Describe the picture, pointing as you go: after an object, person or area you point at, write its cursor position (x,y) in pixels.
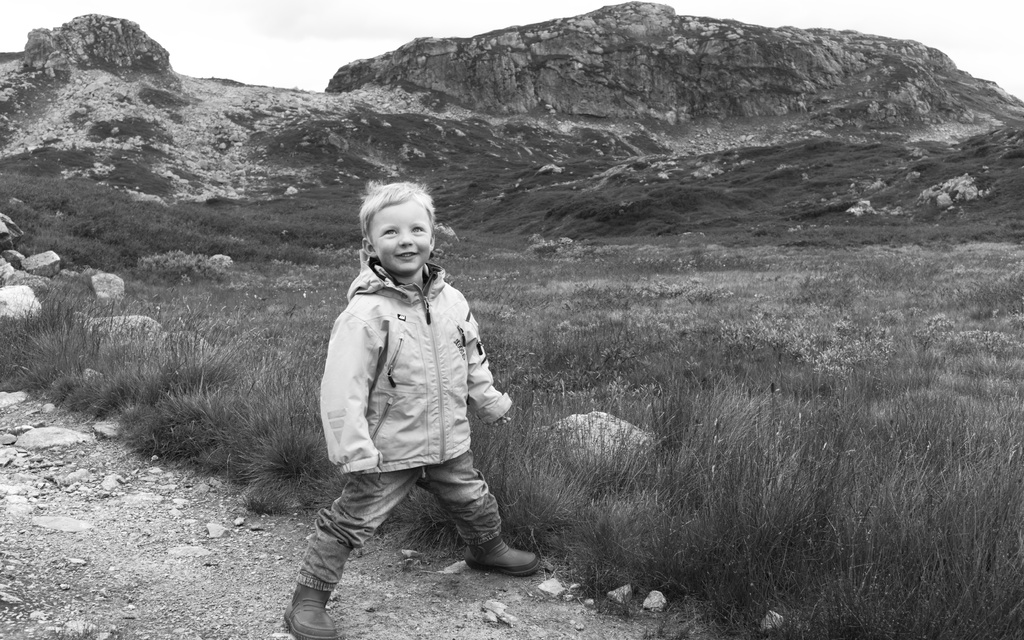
In this picture I can see a boy (425,450) standing and I can see a smile (402,261) on his face (388,254) and grass (716,442) on the ground (316,407) and few rocks (50,270), I can see a hill (480,124) and a cloudy sky (421,14) in this picture.
